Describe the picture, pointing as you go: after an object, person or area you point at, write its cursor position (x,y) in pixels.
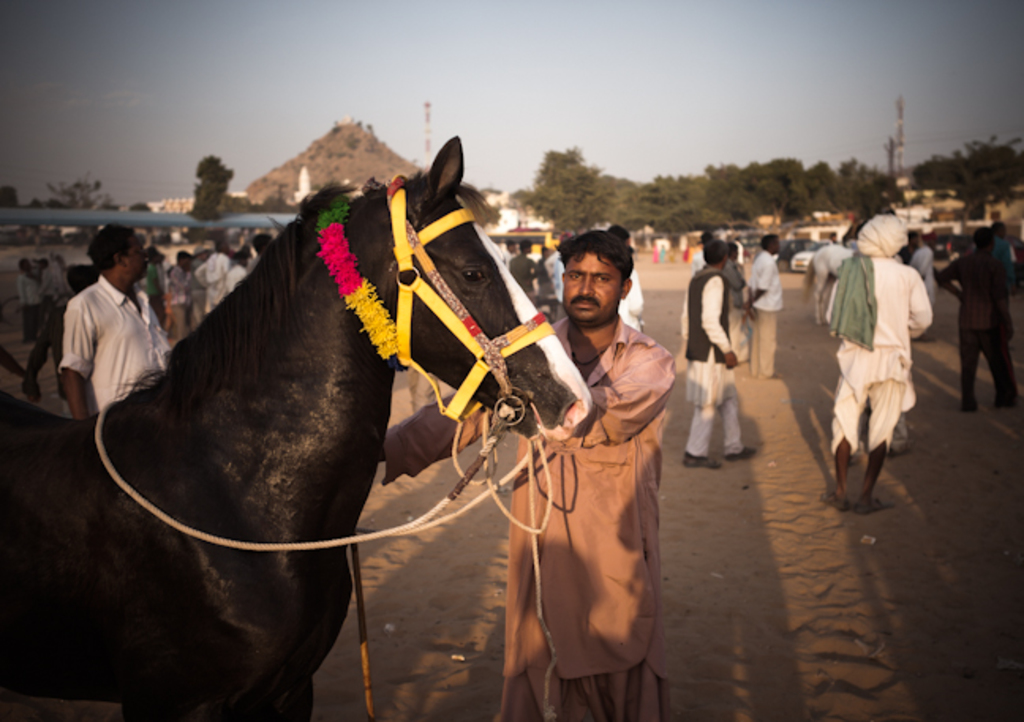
In this picture outside of the city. There is a group of people (853,438). They are standing. In the center (583,474) we have a person (598,351). He is holding a horse (425,359). We can see in background (626,152) trees (664,205), sky (626,152) and poles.
